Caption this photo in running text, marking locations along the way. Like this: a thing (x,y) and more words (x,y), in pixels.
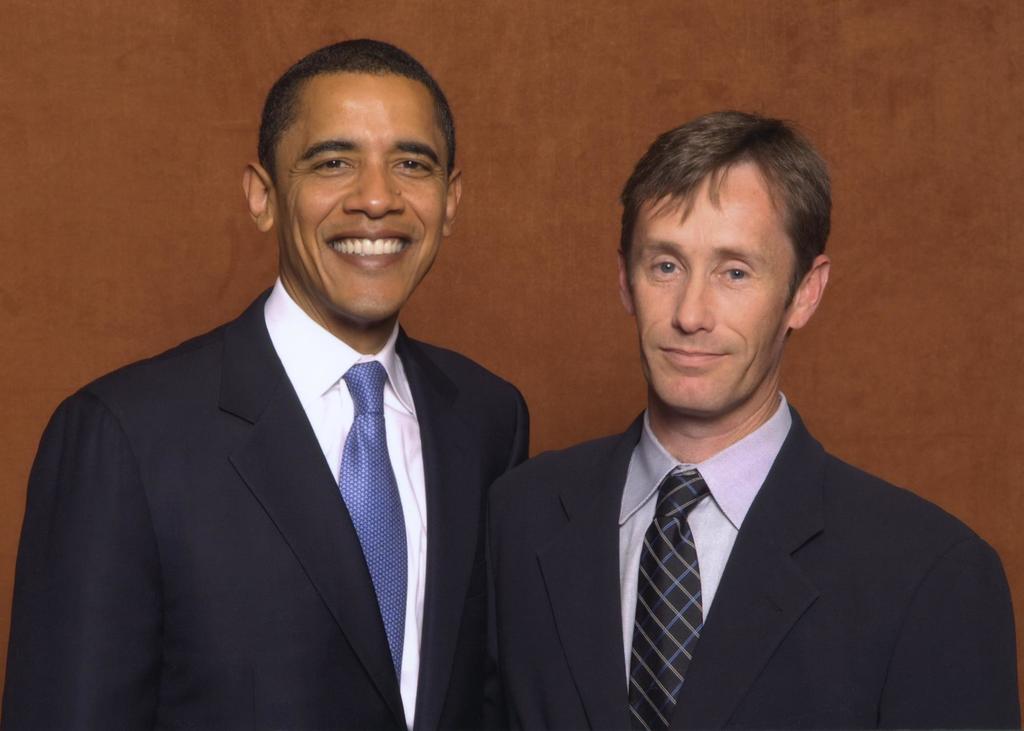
In this picture I can see there are two men (382,206) standing and they are wearing blazers (347,606) and they are wearing shirt (342,444) and tie (678,675). In the backdrop (95,323) I can see there is a brown wall (479,129).
